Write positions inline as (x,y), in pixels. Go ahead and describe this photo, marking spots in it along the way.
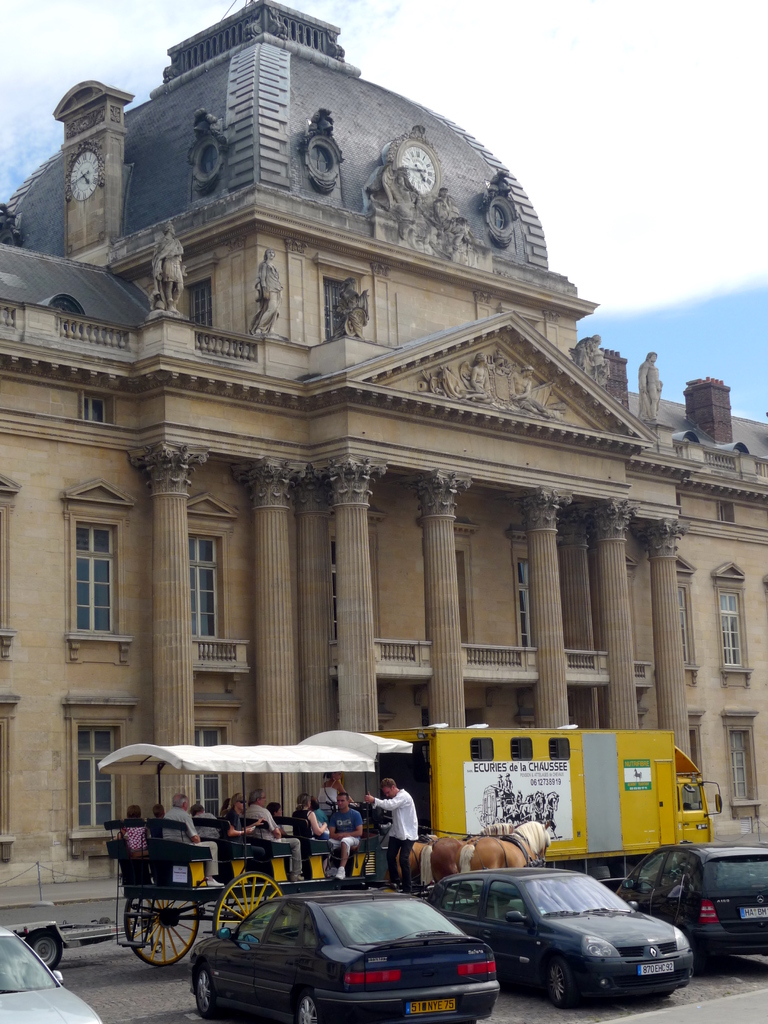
In this image, we can see many cars (557,880) at the bottom (548,899) and on the right side (595,831) we can see a yellow color vehicle (407,735), in the middle (431,655) we can see a big building (677,685) and there are many pillars (287,641) and on the right side (536,852) we can see horses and there are many people (264,793).
